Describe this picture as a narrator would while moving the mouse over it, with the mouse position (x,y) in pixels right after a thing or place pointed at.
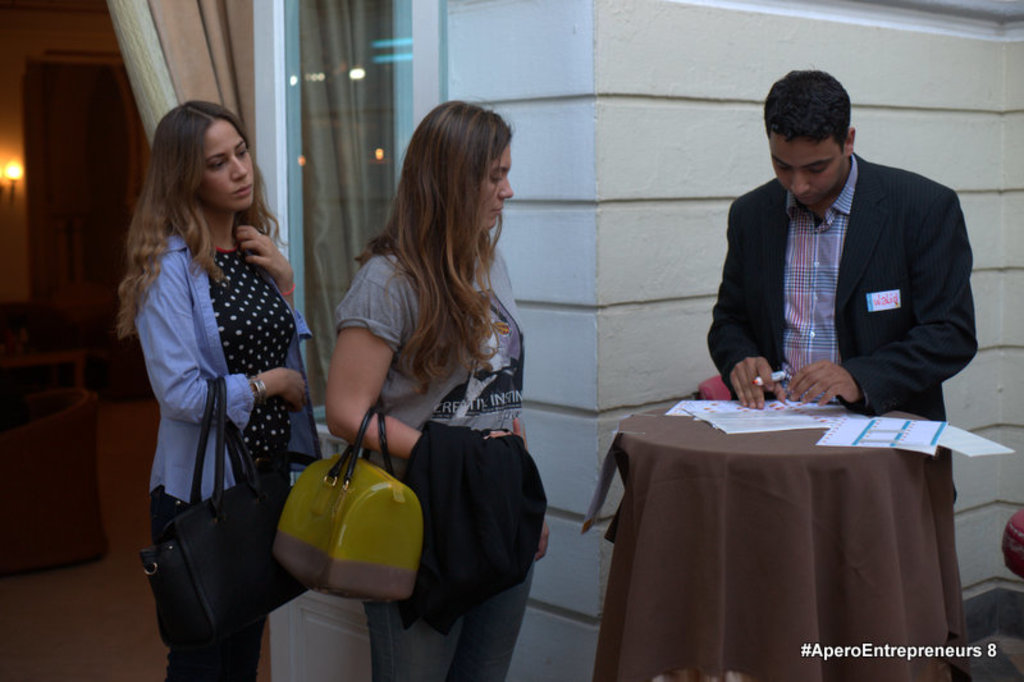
On the left side (265,327) there are two women (274,337) standing and holding the bags (288,510) to their hands (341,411). On the right side (780,274) there is a man (894,362) wearing a black color suit (887,258) and standing in front of the table (877,449) which is covered with a cloth (728,539). On the table (742,492) there are few papers (801,424). In the background (675,177) I can see a wall (513,40) and a curtain (244,43).
